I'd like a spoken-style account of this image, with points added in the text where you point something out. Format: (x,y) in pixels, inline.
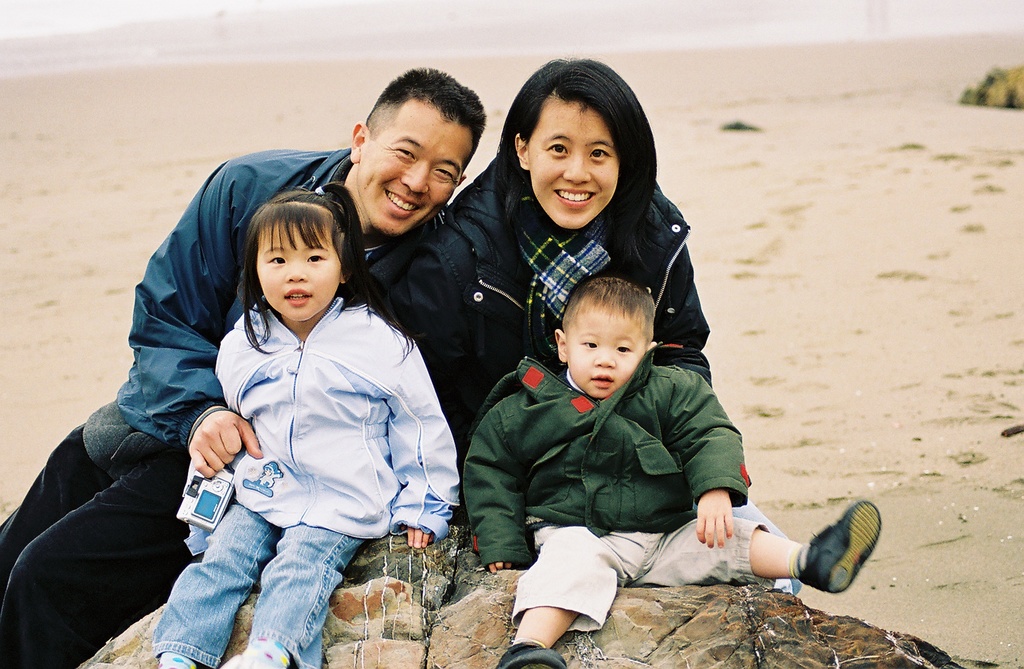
In this image, we can see people (247,318) on the beach (784,174). There is a rock (406,636) at the bottom of the image (477,638).
